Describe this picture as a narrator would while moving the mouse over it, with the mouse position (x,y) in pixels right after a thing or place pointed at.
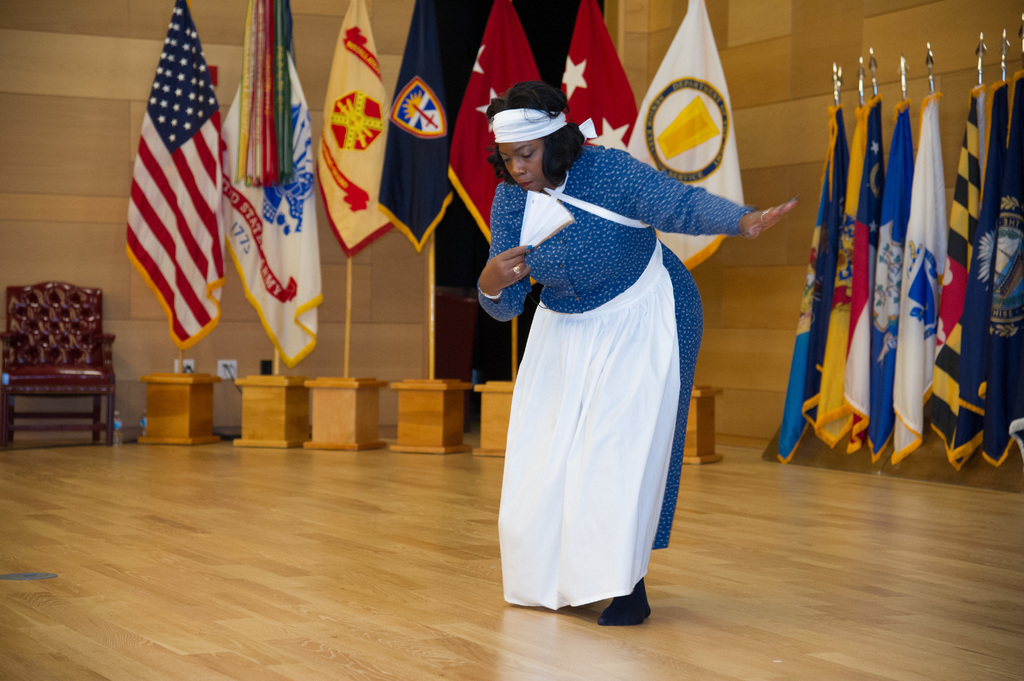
In this image a woman (585,463) is dancing on the floor (352,533). She is holding an object (543,232) in her hand (521,251). Behind her there are few poles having flags (1000,408). Left side (18,332) there is a chair (48,307) on the floor (191,458). Background (66,261) there is a wall (73,281).
